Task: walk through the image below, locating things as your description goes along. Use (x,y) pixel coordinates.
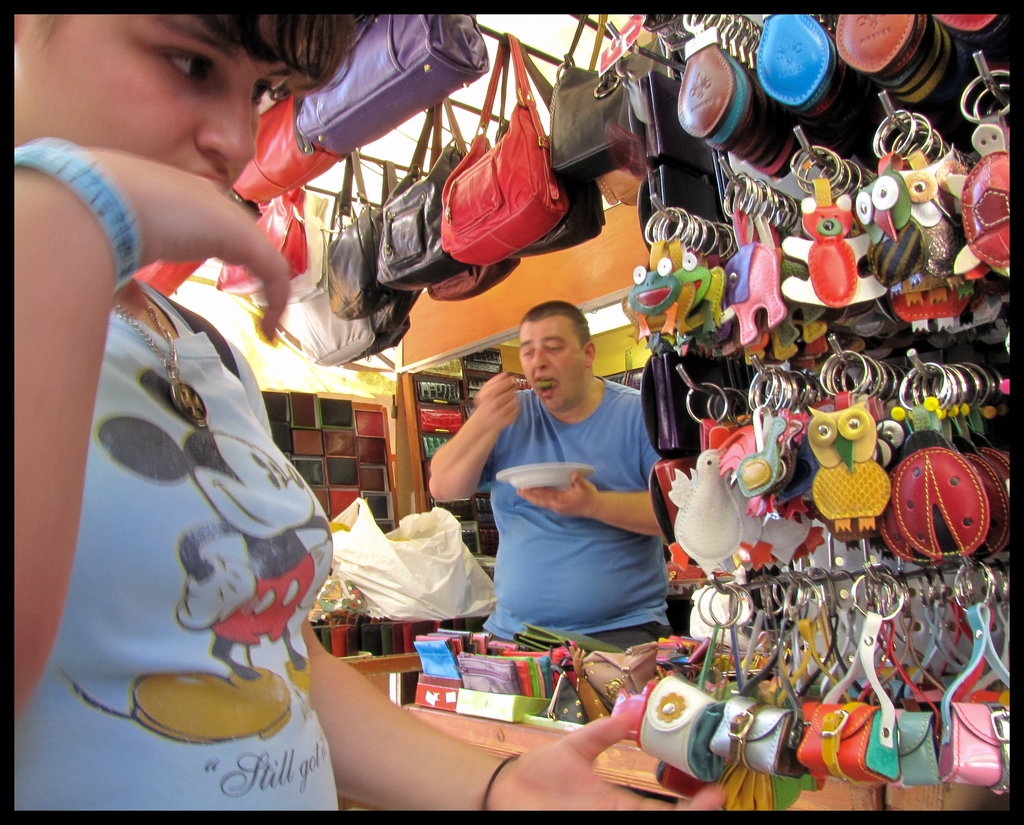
In this image there is a woman (158,439) checking key chain (799,611) in front of a handbag (504,197) and the key chain store (803,280).
